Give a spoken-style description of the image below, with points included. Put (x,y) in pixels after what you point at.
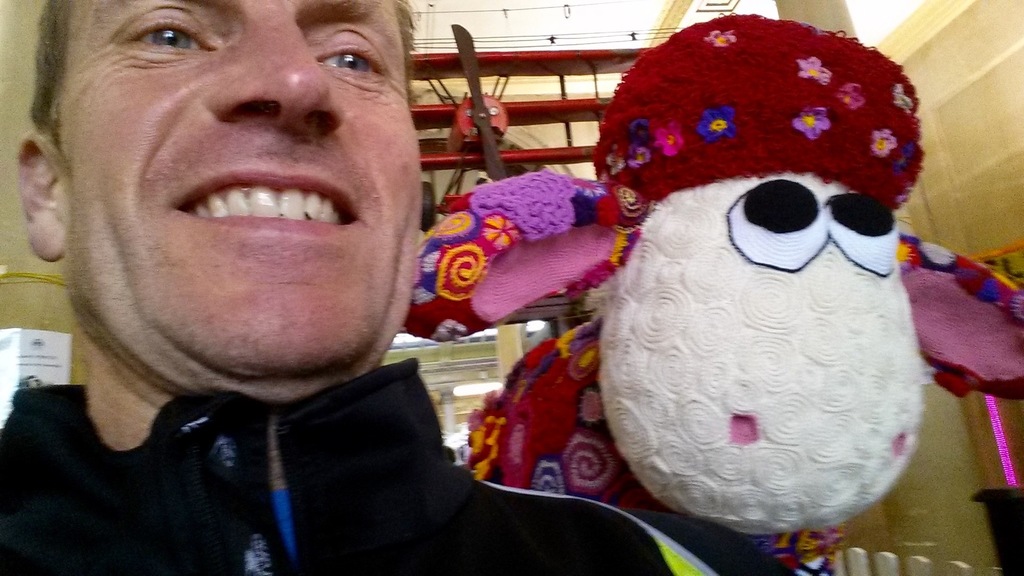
In this image we can see a person (364,490) wearing black dress (429,425). In the background (747,508), we can see a doll (669,272) and an airplane (447,155) and a light (1000,446).
